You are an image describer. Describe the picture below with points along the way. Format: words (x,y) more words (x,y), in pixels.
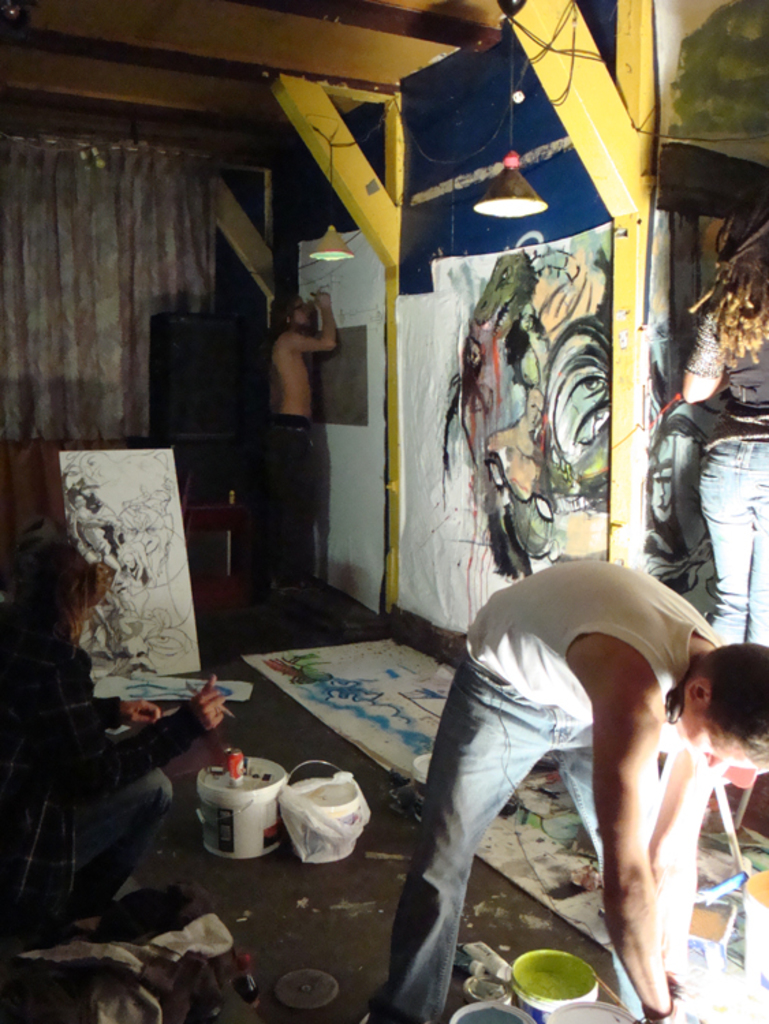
Here we can see people (503,765), curtains (208,308), speaker (193,349), lights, buckets (532,1016), bottle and boards (119,659). On these boards (609,285) there are painting (546,292). These two people (743,502) are doing painting (532,307) on that boards (494,353).
